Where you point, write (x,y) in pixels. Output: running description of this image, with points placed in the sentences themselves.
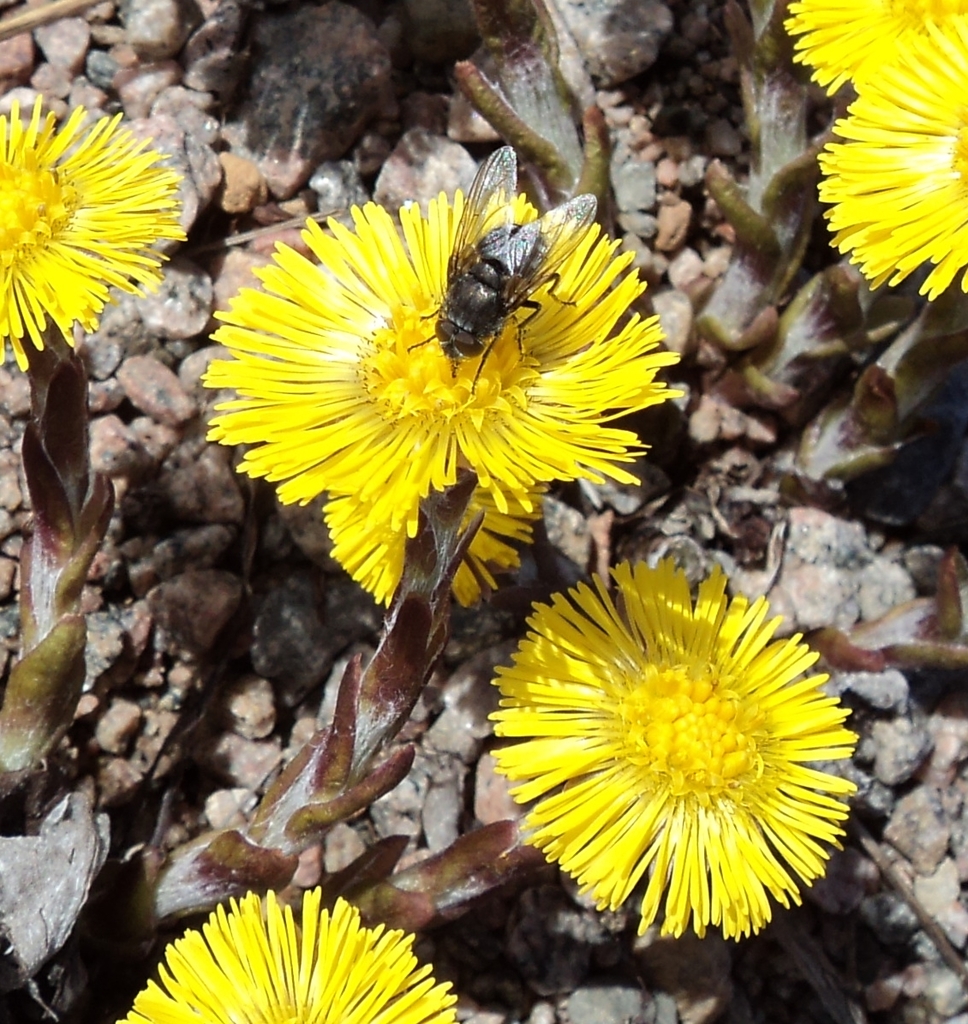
In this image we can see some yellow colored flowers (339,393) on a plant (259,847), there is a housefly (473,278) on a flower (504,511), also we can see some rocks (863,912).
